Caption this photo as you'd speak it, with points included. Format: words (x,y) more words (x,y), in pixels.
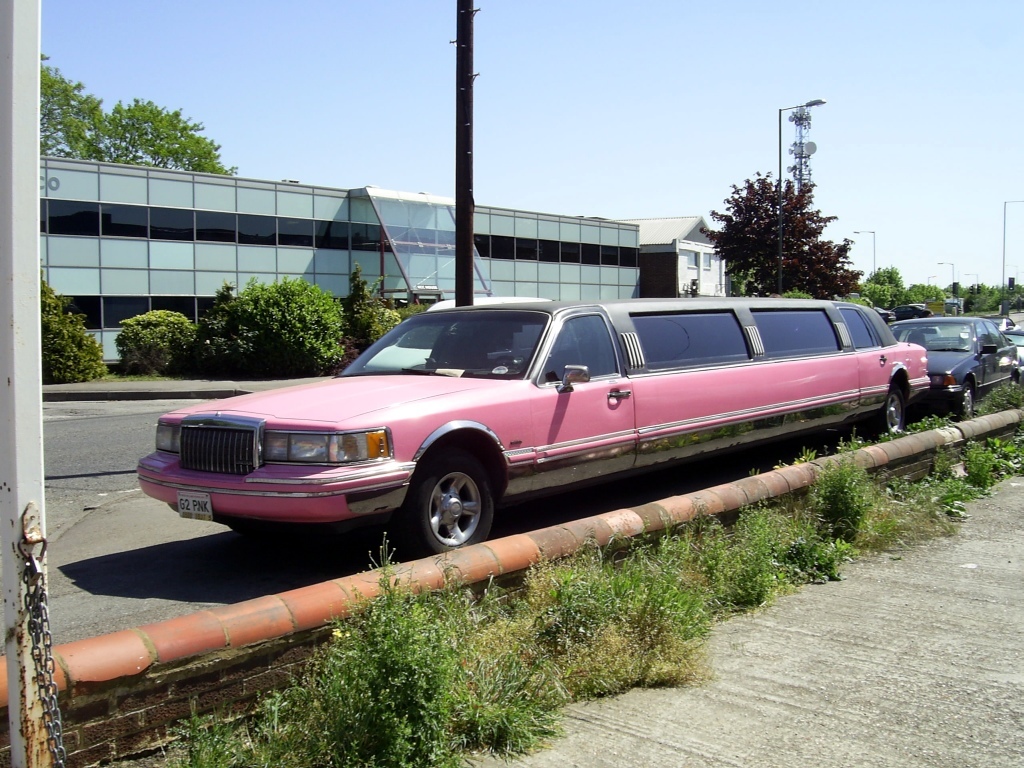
In this image in the front (602,598) there are plants (664,563) and there is a wall (657,533). In the center (463,477) there are vehicles (732,382). In the background (873,302) there are buildings (403,298), trees (885,297) and poles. On the left side (9,338) there is a pole (15,432) which is white in colour and there is a chain (23,579) tied to the pole (9,520).
